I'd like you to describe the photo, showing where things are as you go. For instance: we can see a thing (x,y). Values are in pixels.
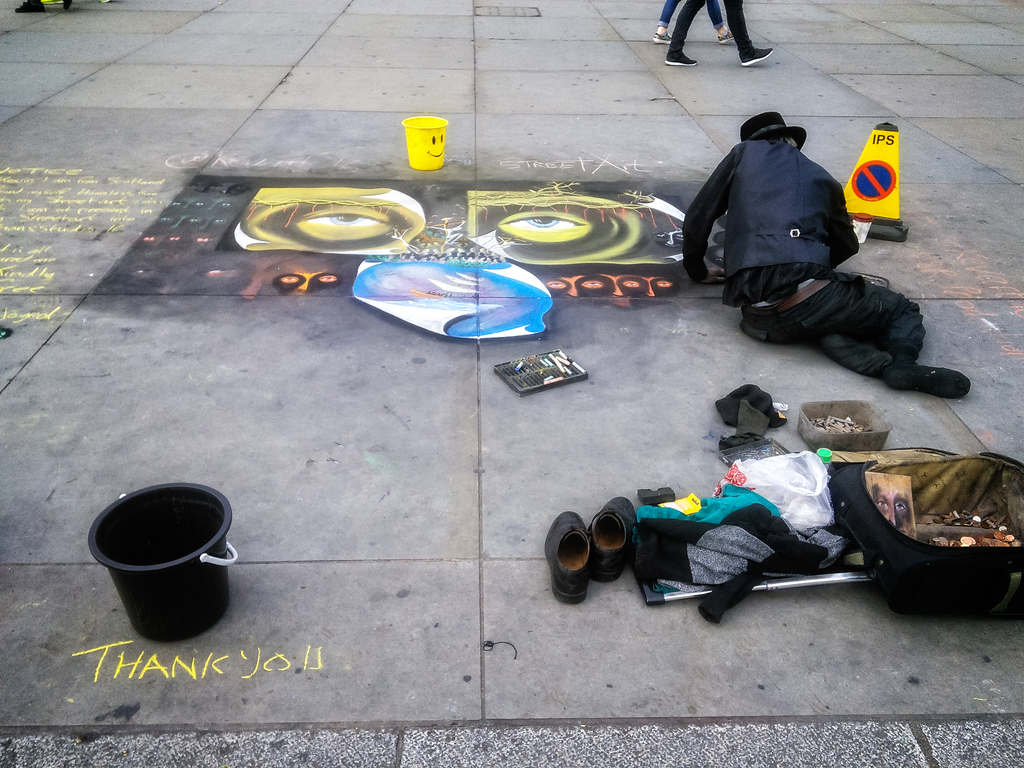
In this picture we can observe a painting (394,231) on the floor (136,207) which is in yellow and black color. On the right side (784,236) there is a person (779,271) on the floor (413,172), wearing a hat (759,137). We can observe some accessories (735,480) here. There is a bag (879,558) with some coins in it. We can observe two buckets (198,524) which are in yellow and black colors. In the background (737,20) there are two persons (685,20) walking on the floor (499,55).
